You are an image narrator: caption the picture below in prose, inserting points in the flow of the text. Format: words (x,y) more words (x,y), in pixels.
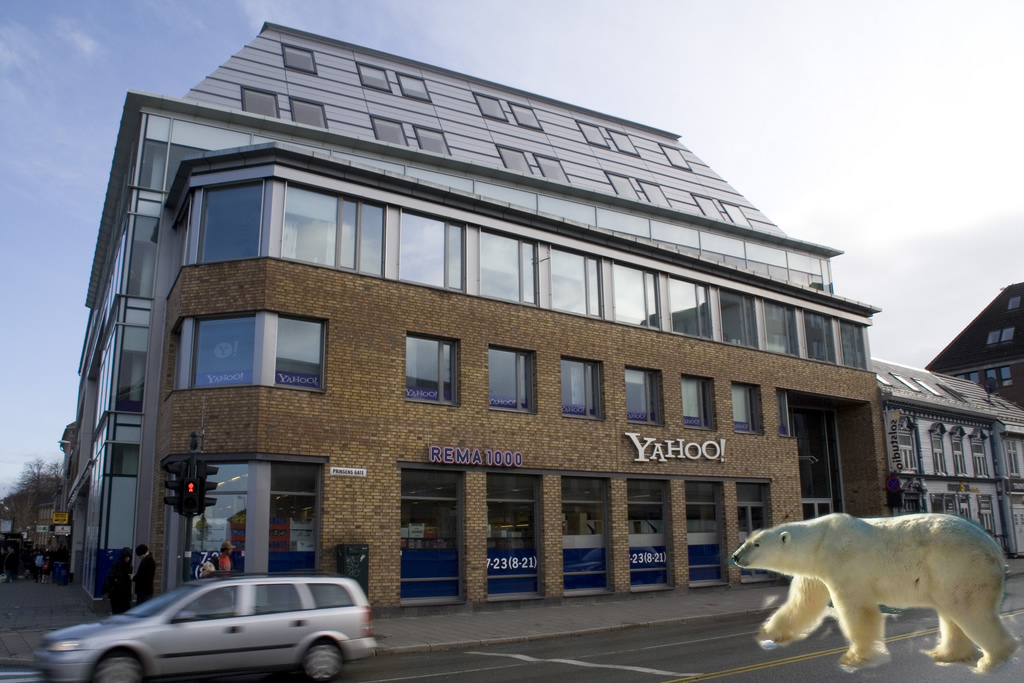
In the middle (461,361) there is a building (383,603), in the left side (291,637) a car (143,632) is moving on the road (383,677). In right side (745,554) there is an edited image of polar bear (894,596).
